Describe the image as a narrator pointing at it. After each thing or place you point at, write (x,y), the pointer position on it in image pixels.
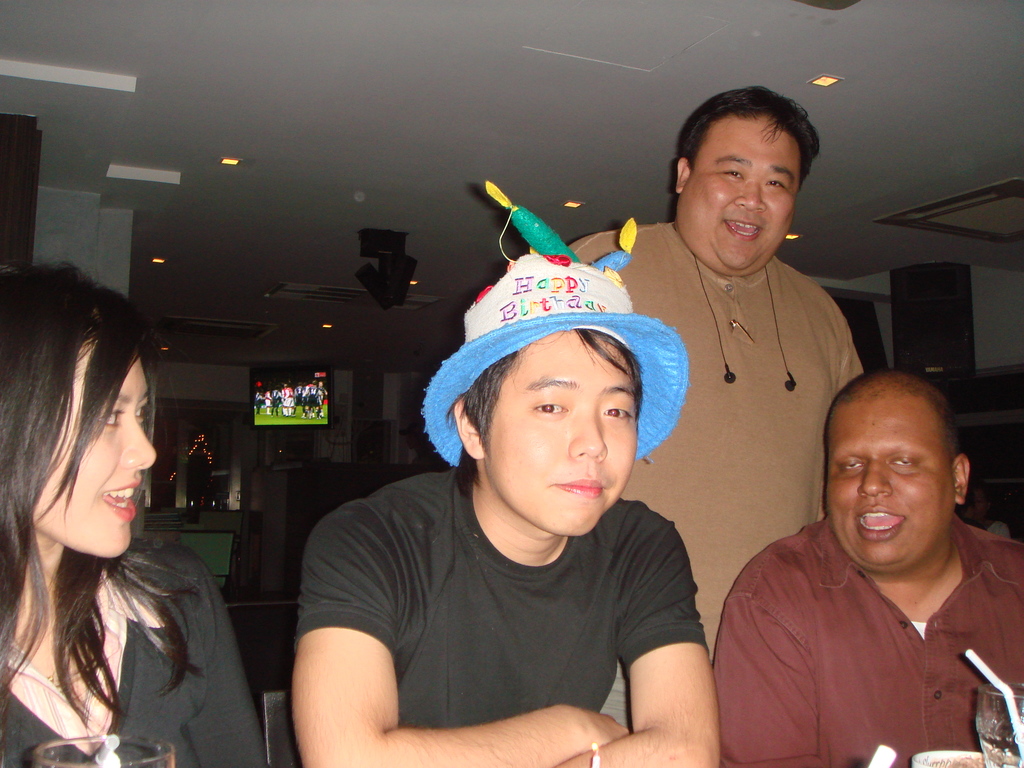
In this picture we can observe four members (303,635). One of them is a woman (115,463) and the remaining three (680,528) are men (733,342). All of them are smiling. One of the men (509,607) is wearing a hat (488,361) on his head (512,409). In the background (290,424) we can observe a television (298,399).
